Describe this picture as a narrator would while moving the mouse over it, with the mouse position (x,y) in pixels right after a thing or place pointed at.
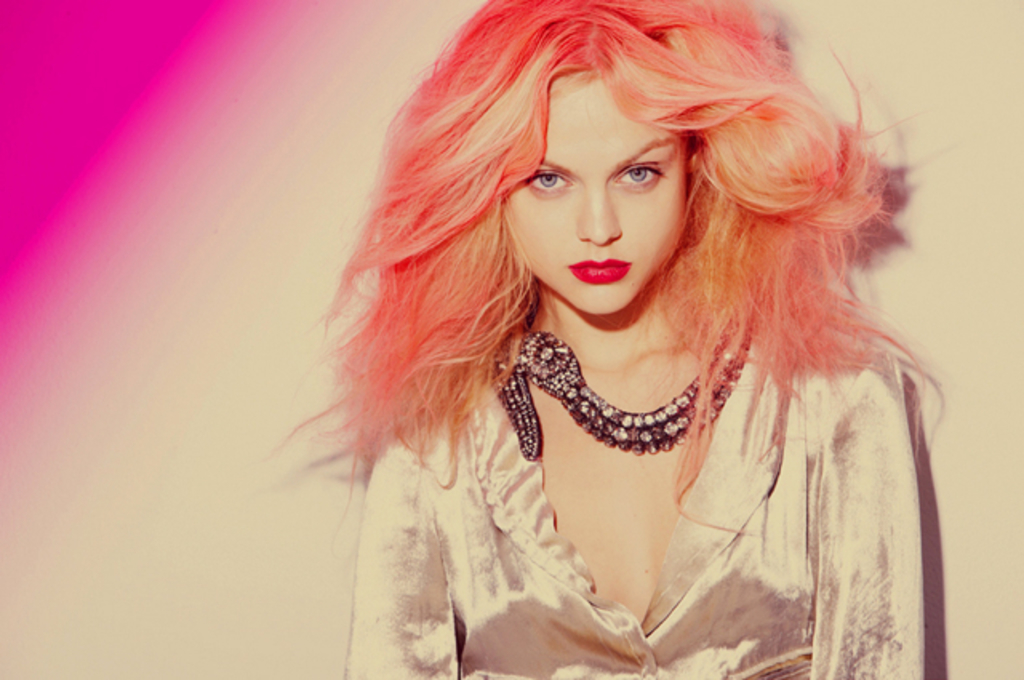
In this image, in the middle (521,435), we can see a woman (836,345) with orange color hair (386,359). In the left corner (25,5), we can also see pink color.
